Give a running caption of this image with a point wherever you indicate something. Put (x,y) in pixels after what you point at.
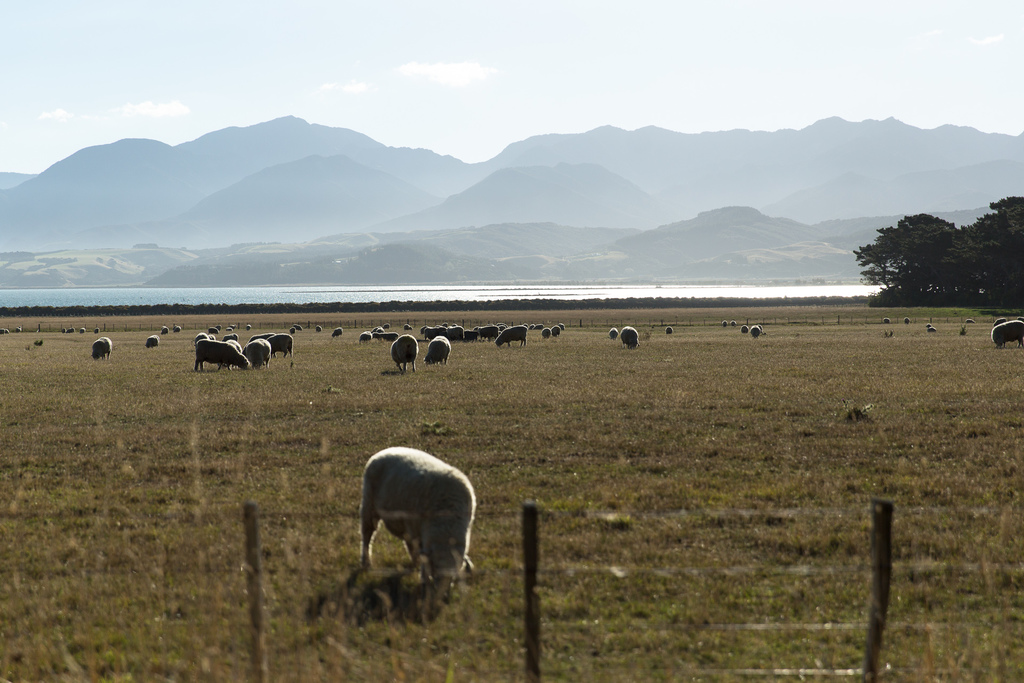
In this image we can see sheep (180,330) on the ground (607,369). Also there is grass (742,587). And there is a fencing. In the back (370,209) there are hills (338,202). Also there is water (557,288). And there are trees (908,241). In the background (362,18) there is sky (491,49) with clouds (487,65).
